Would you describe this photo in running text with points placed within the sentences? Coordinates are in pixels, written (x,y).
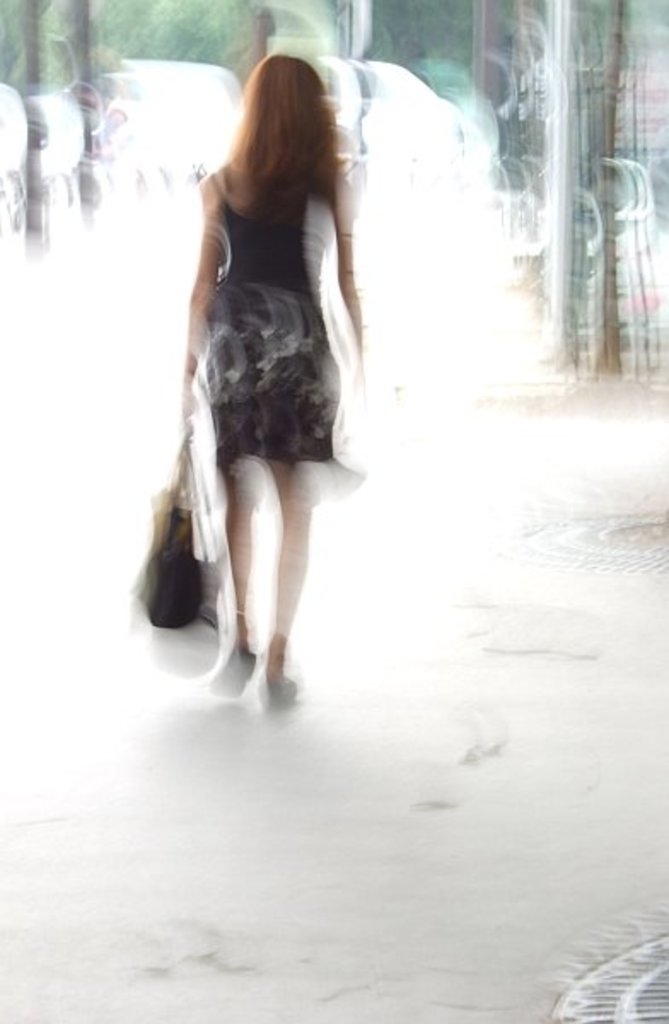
This looks like an edited image. Here is the woman (283,419) holding a bag (188,534) and walking. The background (166,146) looks blurry.
